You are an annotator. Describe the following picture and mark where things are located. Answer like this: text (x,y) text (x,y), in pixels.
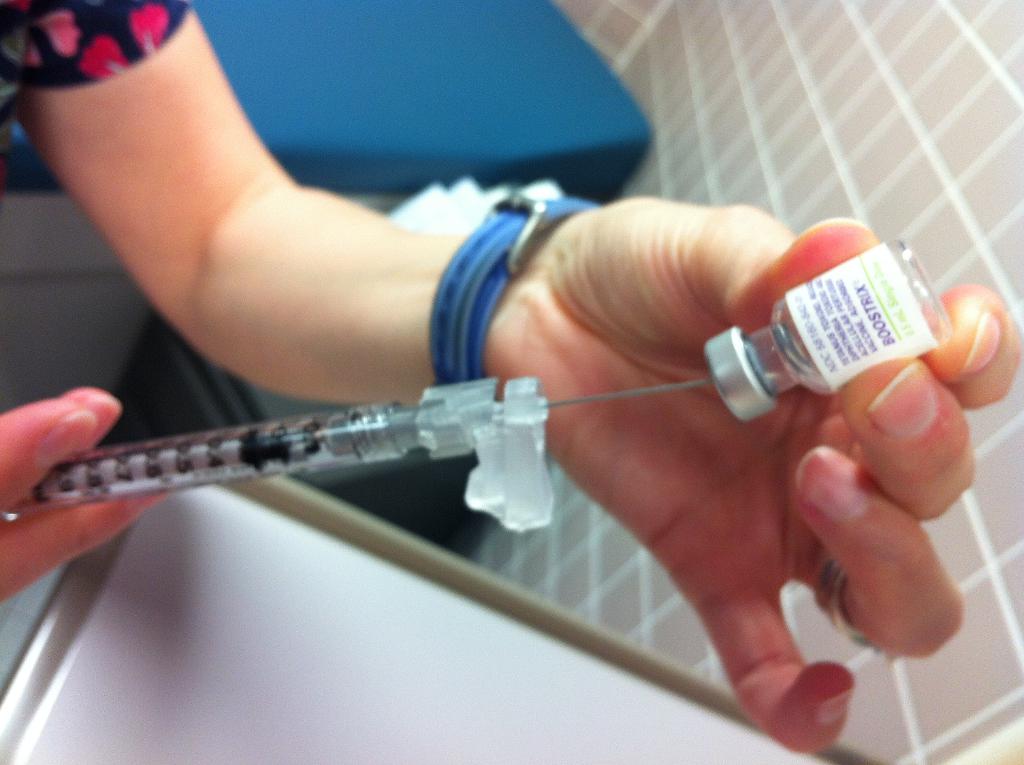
In this image, we can see a person (683,307) holding a syringe (504,418) and a bottle (816,324). In the background (653,132), there are some objects (600,162).
